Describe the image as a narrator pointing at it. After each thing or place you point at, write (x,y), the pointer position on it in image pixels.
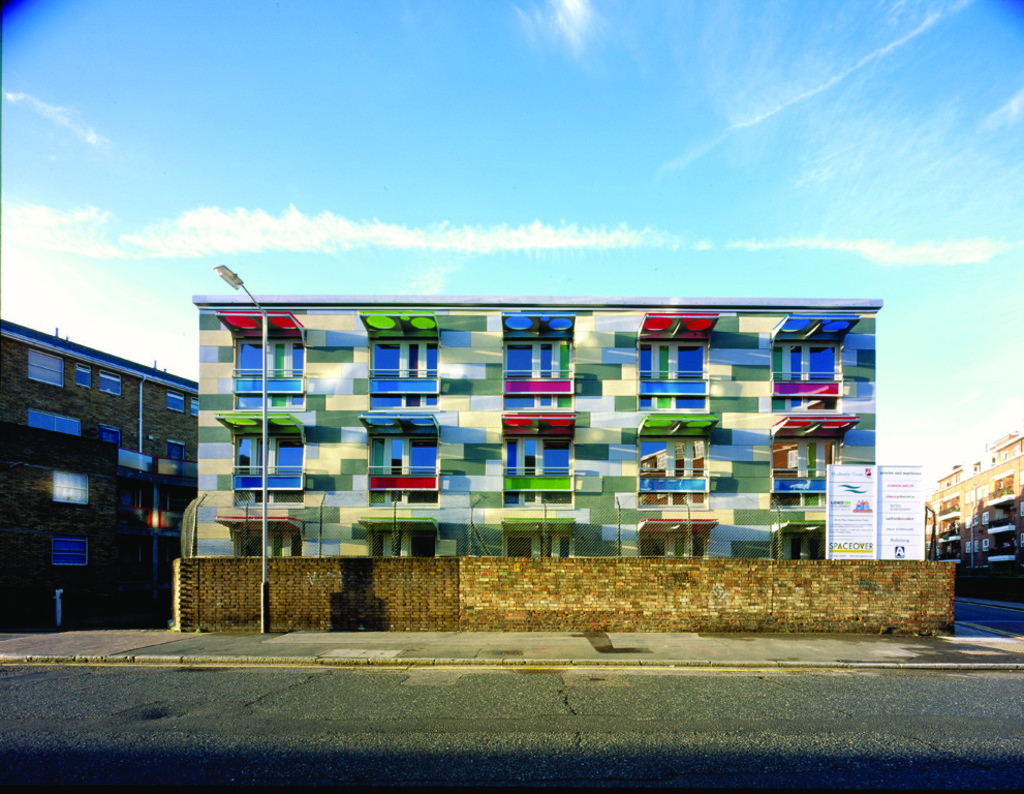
In this picture there is a building (253,330) in the center of the image (421,404) and there are other buildings (16,483) on the right (942,548) and left side of the image (101,409).
